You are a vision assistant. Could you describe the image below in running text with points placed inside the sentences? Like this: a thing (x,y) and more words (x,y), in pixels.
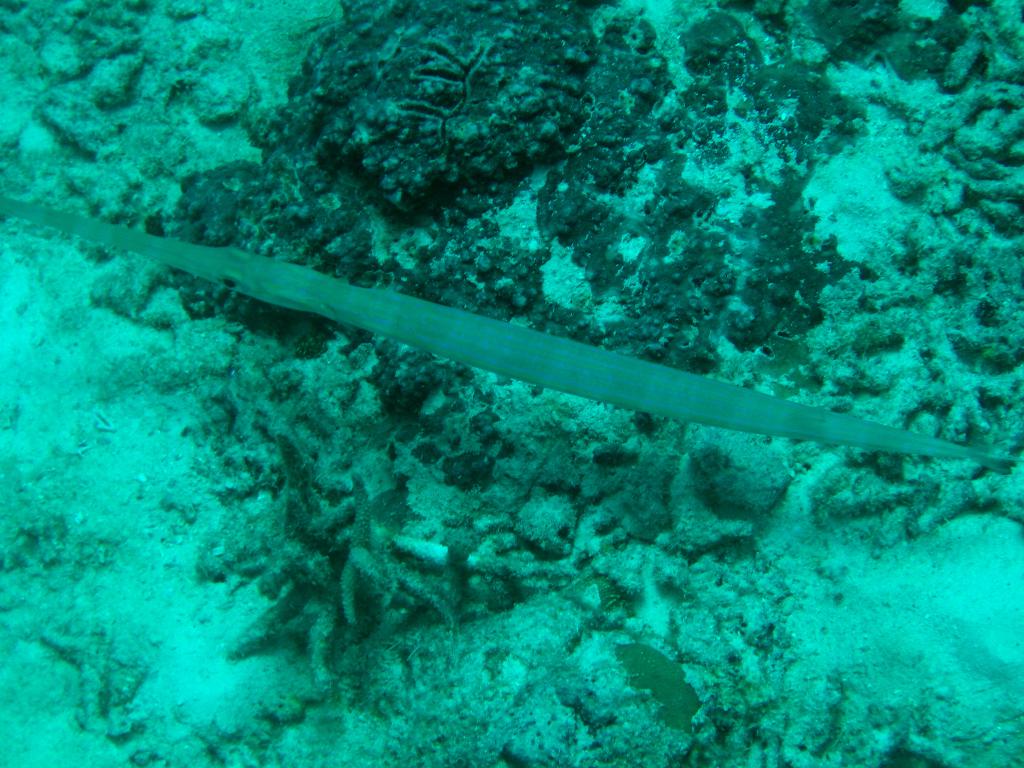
In this picture we can see underwater environment (346,356).
